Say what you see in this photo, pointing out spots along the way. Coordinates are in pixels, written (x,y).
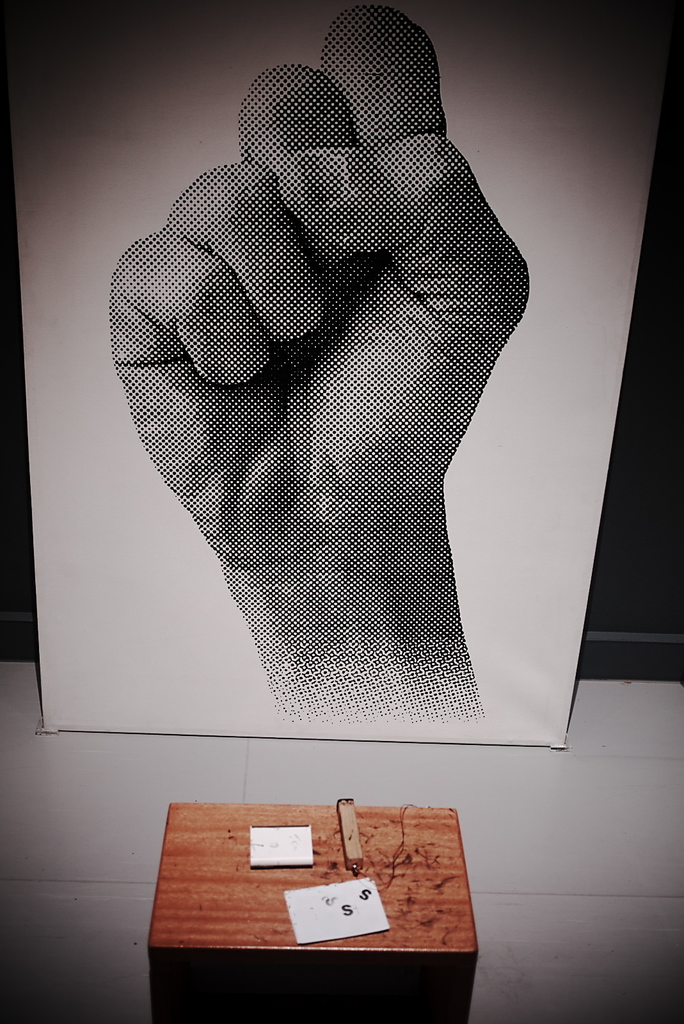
In this image I can see a banner (291,421) or a board (233,492). On the banner (291,421) there is an art (296,469) of hand (296,469) of a person (300,420). There is a small wooden table (262,893) and there is a card (342,901) and some other objects (275,837) on it.
